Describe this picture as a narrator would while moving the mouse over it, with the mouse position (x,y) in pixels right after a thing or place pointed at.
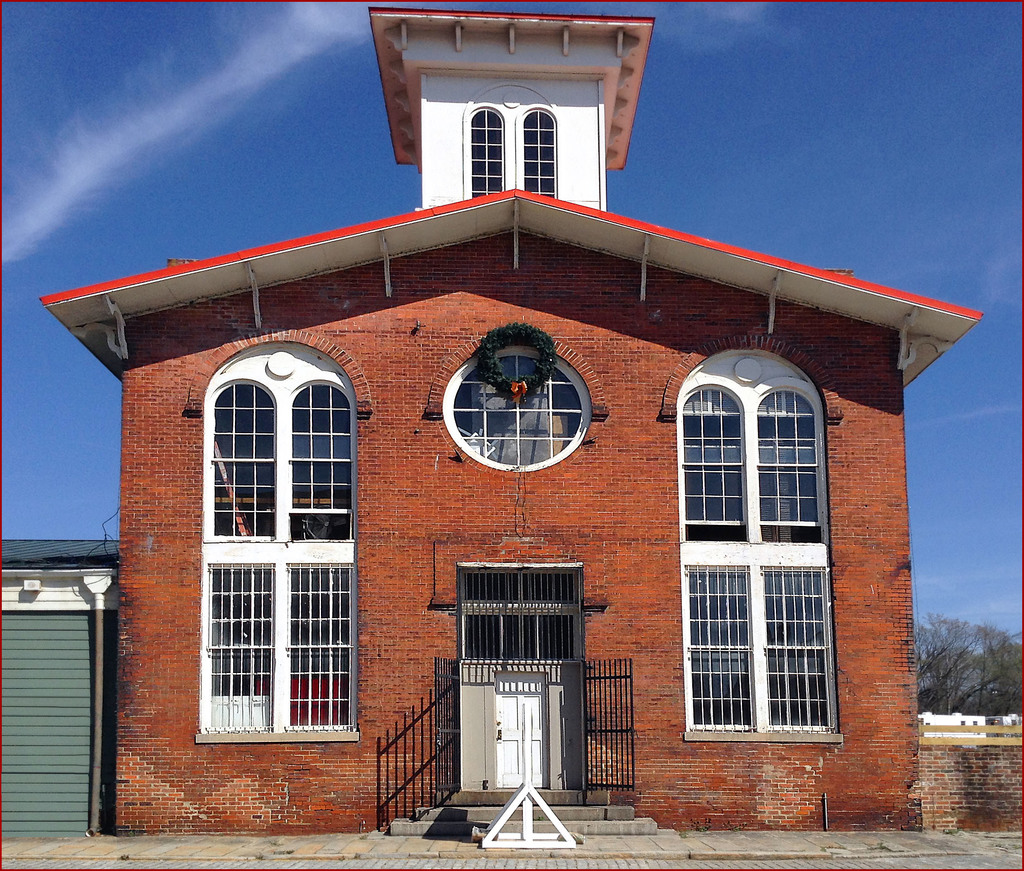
In this image we can see a building (834,508) with windows (532,403), grill (559,652), gate (595,775), staircase (580,829) and a wreath (543,355) hanged on a window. On the left side of the image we can see a pipe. In the background (965,691), we can see a group of trees (992,635) and the sky (944,101).
